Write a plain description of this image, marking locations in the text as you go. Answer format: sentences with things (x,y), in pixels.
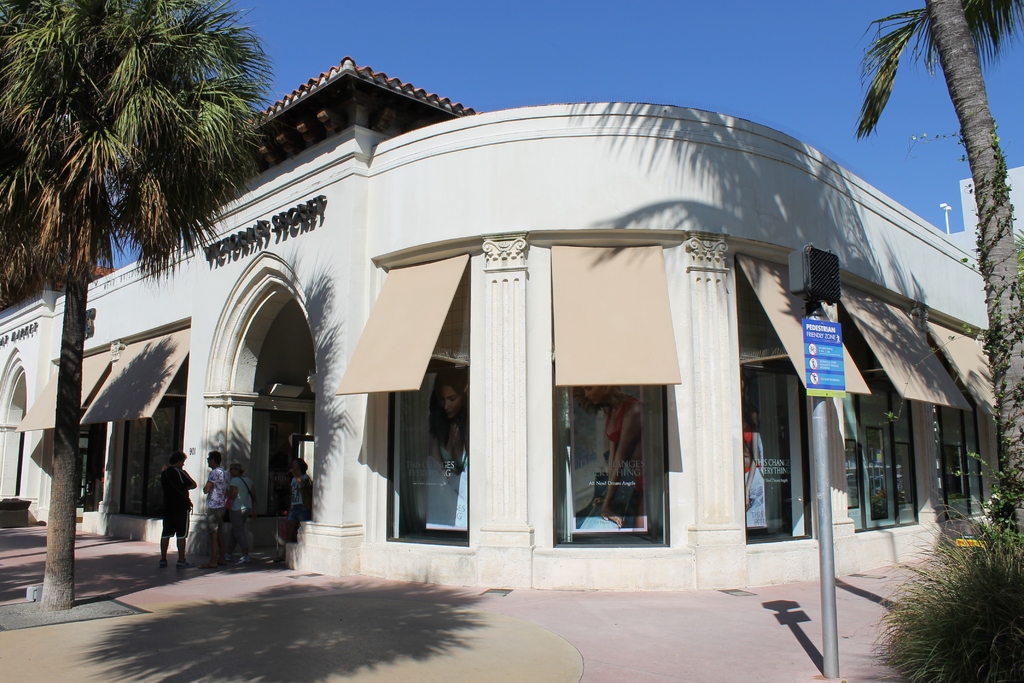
In the picture we can see a building (336,456) with a shop (769,470) with some glass windows (444,456) and near the entrance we can see some people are standing and near them, we can see a tree (116,92) and in the background (516,65) we can see a sky (827,18).
